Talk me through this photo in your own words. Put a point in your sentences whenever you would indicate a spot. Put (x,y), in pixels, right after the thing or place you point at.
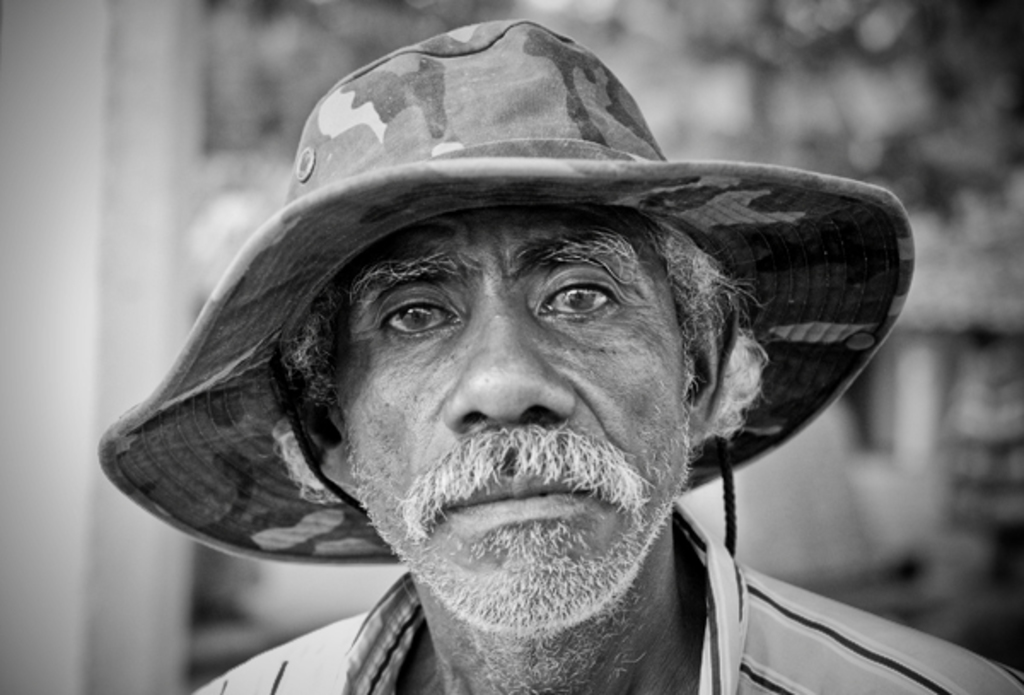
In this picture I can see a man (312,439) in front (551,543) who is wearing a hat (388,143) on his head (547,115) and I see that he is wearing shirt (770,610). I can also see that it is blurred in the background (903,485) and I see that this is a black and white image.
